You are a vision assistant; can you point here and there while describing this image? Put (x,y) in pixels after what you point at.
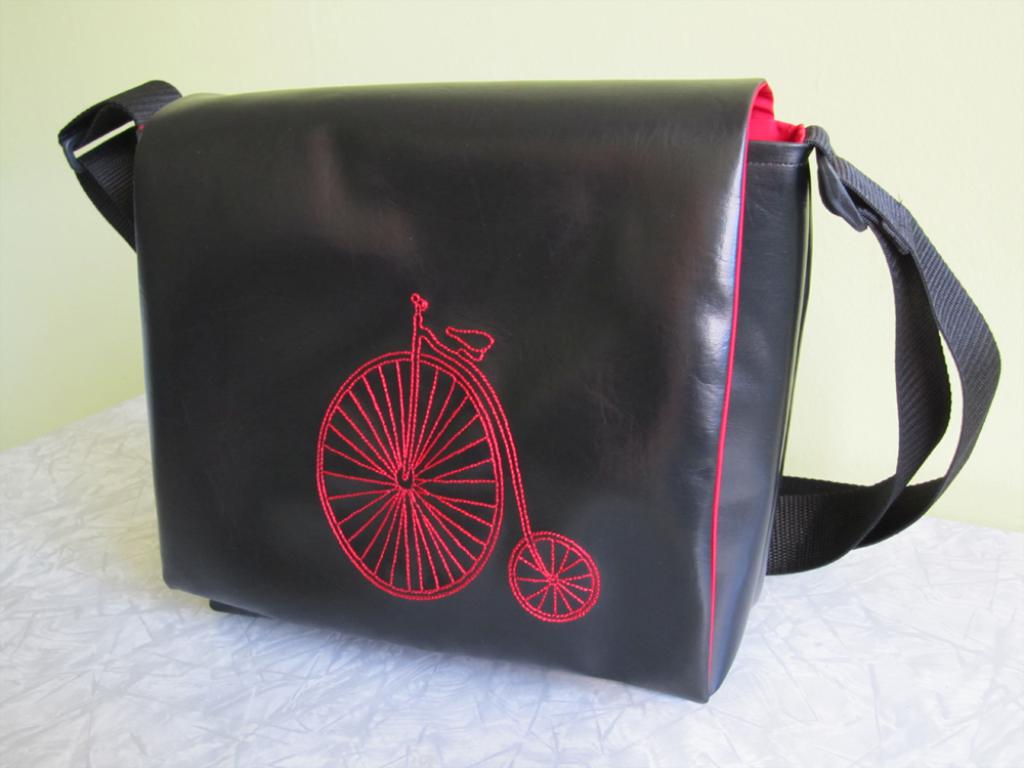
In this picture there is a bag (334,385), which is in black color was placed on the table (245,653). In the background (352,31) there is a wall (441,55) here.
